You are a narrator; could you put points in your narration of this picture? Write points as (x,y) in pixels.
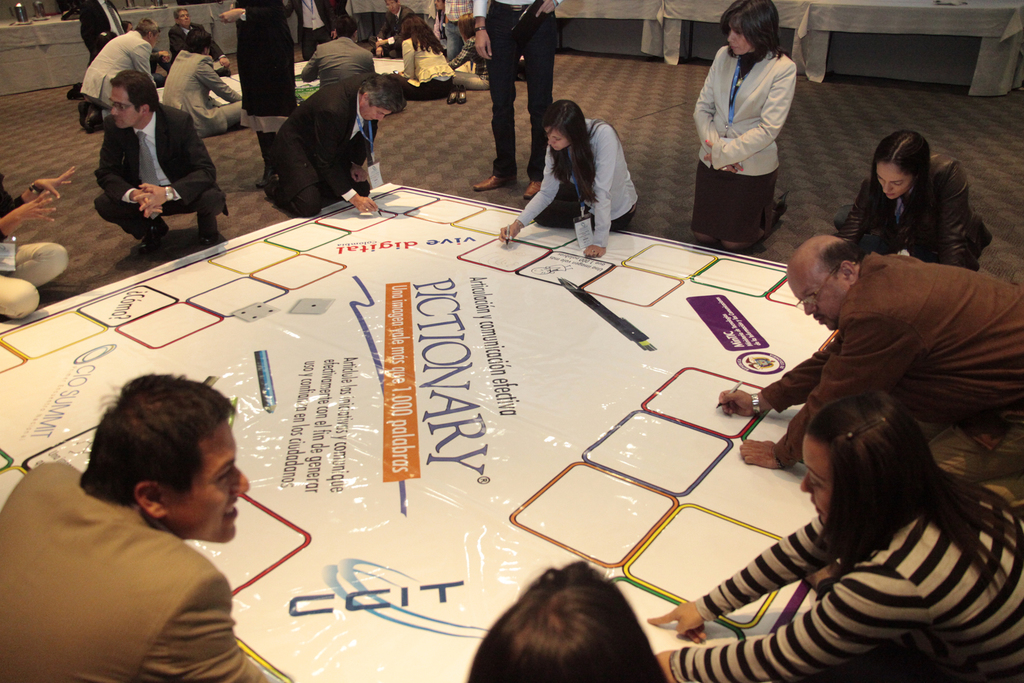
In this picture I can see few people (741,220) sitting around the poster (566,466) and writing, behind I can see one more poster (232,80) with some people (241,71).
